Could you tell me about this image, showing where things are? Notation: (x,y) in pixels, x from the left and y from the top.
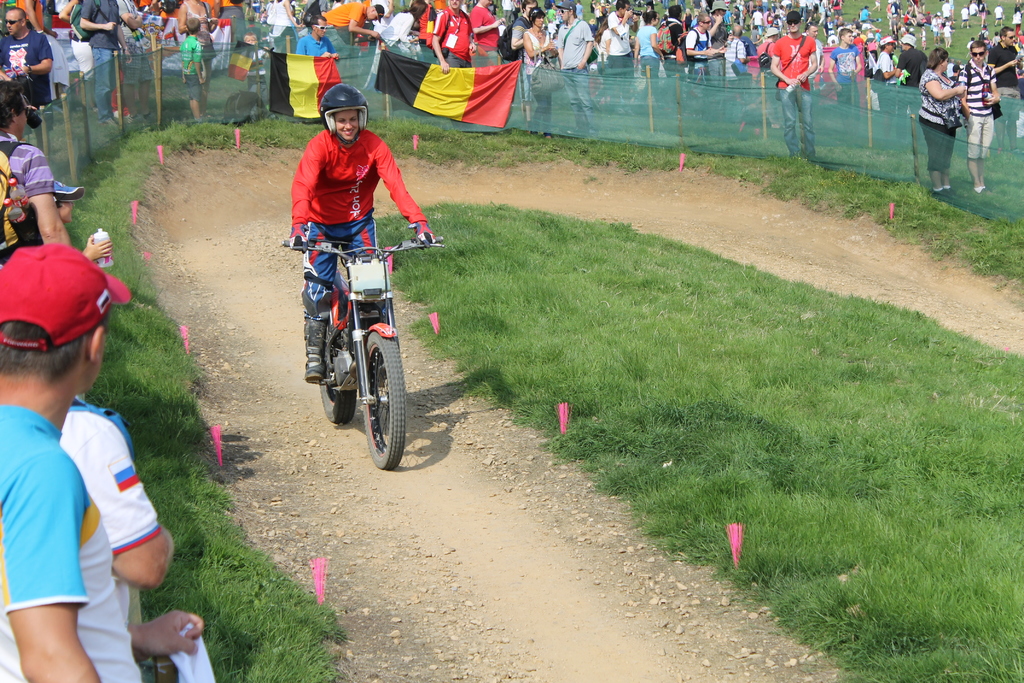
On the left (77,530) there are people (71,448), grass (135,363) and railing (80,164). In the center of the picture (434,398) there are stones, path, grass (572,433) and a person (318,210) riding motorbike (382,356). In the background (498,42) there are people (506,8), flags (402,86), grass (428,135) and fencing (455,125).
